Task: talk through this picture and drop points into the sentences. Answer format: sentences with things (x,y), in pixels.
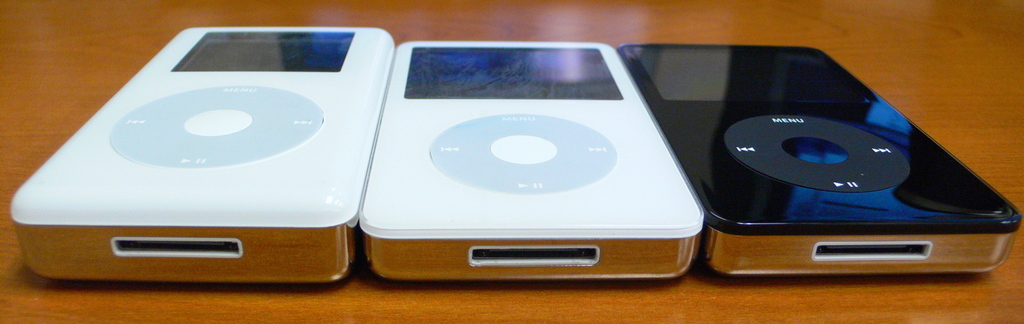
In this image there are electronic objects (618,192) which are white and black in colour, which is on the surface (932,89), which is brown in colour.
